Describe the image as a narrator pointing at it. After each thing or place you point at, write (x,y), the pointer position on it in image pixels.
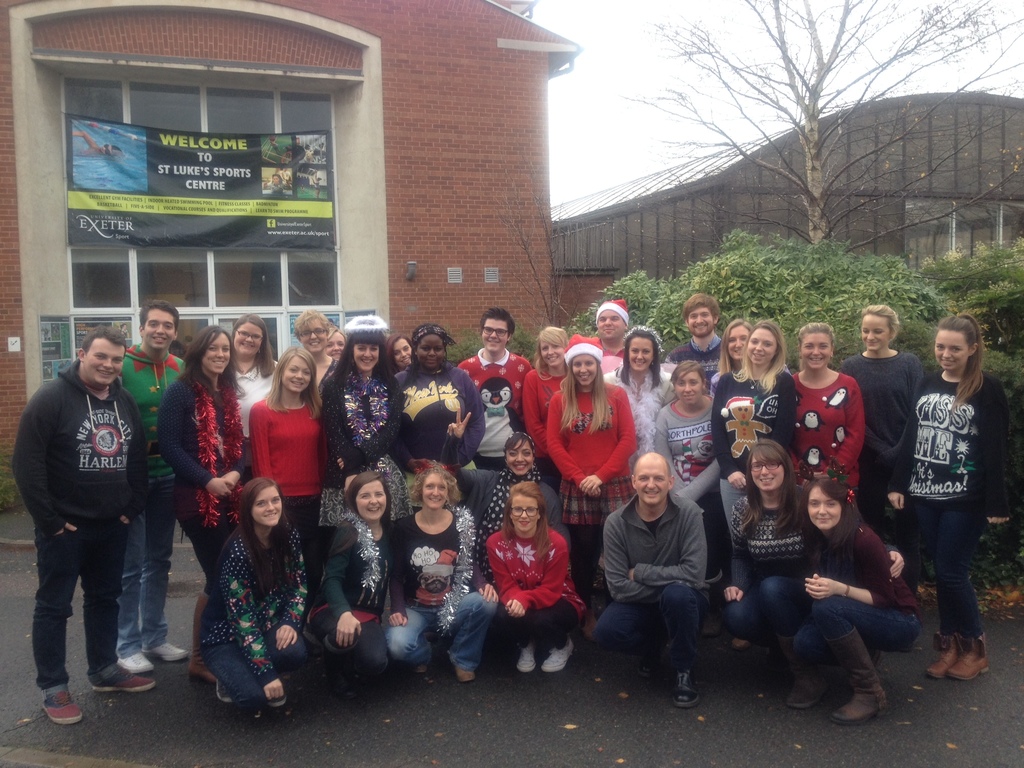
There are people (476,365) in the center of the image (636,363) and there are buildings (657,208), posters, greenery (807,253) and sky (645,147) in the background area (630,202).
